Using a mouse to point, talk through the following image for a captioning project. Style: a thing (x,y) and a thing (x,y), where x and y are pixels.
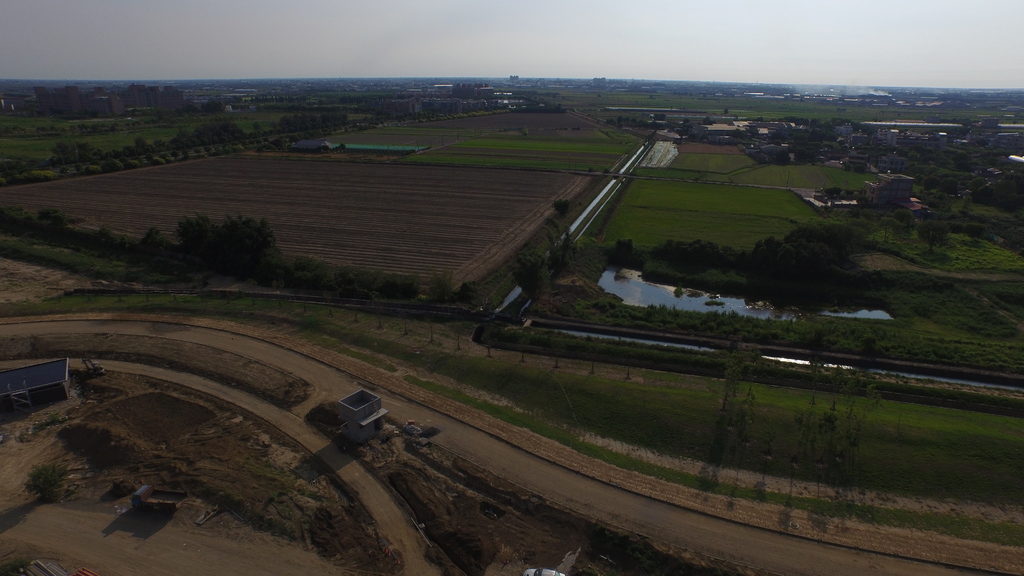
In this image I can see grass (529,370), number of trees (921,91), number of buildings (370,438), few roads (299,412), water (864,368), smoke (865,89) over there and I can see the sky (422,63) in the background (458,71).
